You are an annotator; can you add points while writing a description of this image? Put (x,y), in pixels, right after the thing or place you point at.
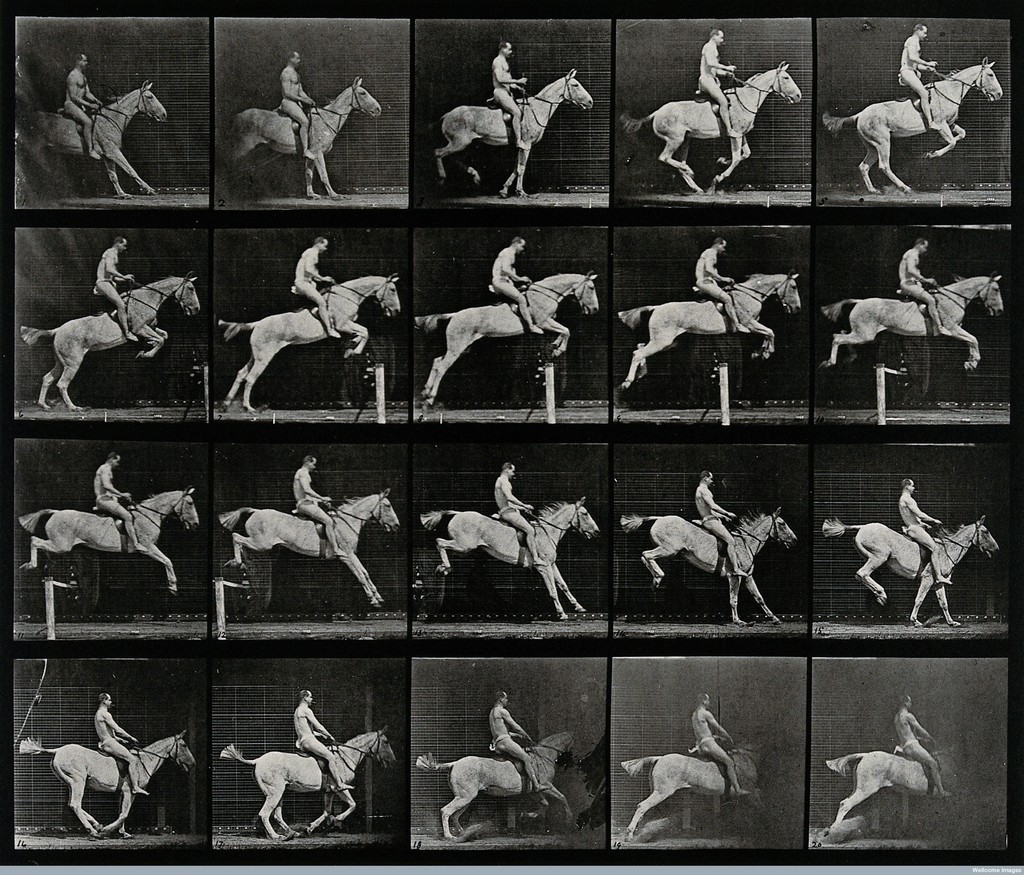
In this image I see a collage and I see a man (77,117) who is sitting on the horse (229,396) and I see a hurdle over here.
